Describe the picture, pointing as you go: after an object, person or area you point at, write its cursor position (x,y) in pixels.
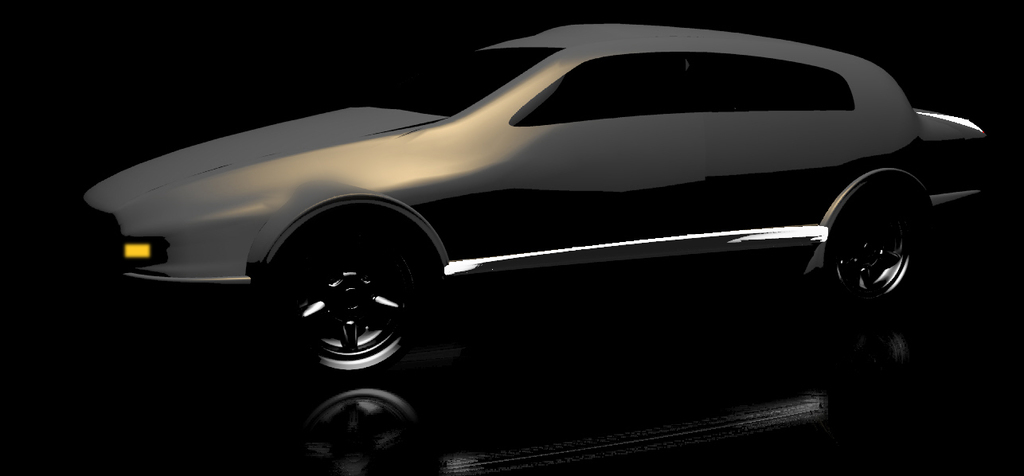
In this picture, we see a grey color car (551,192). In the background (251,67), it is black in color. This picture might be clicked in the dark. This might be an edited image.
